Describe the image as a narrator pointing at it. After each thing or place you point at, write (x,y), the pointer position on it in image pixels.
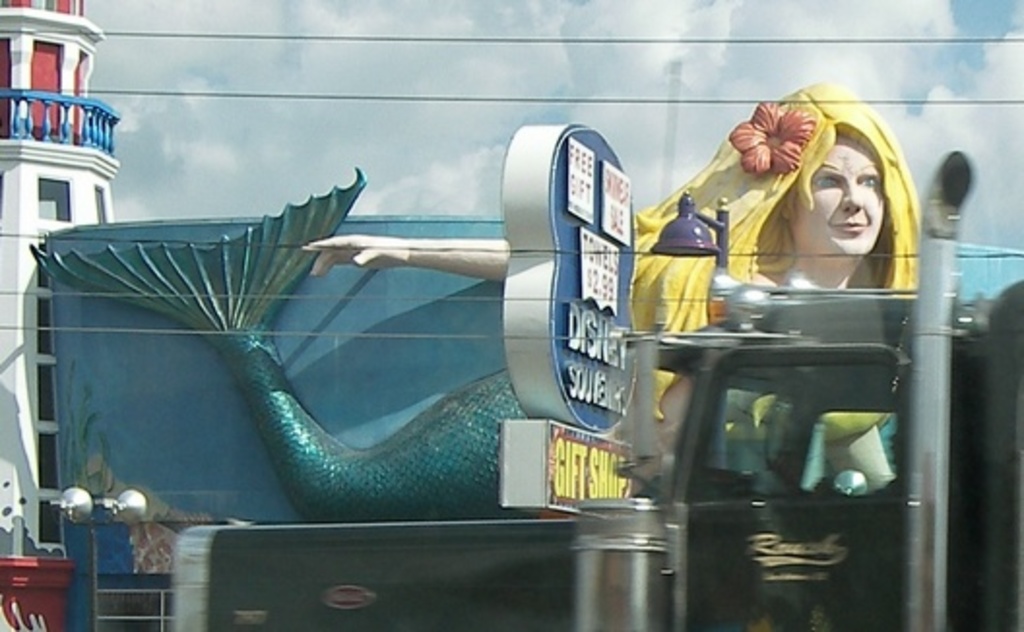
In this picture we can see a vehicle (790,493), beside to the vehicle (790,493) we can find few hoardings (621,381) and lights (110,502), and also we can find few cables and a building (62,136).
